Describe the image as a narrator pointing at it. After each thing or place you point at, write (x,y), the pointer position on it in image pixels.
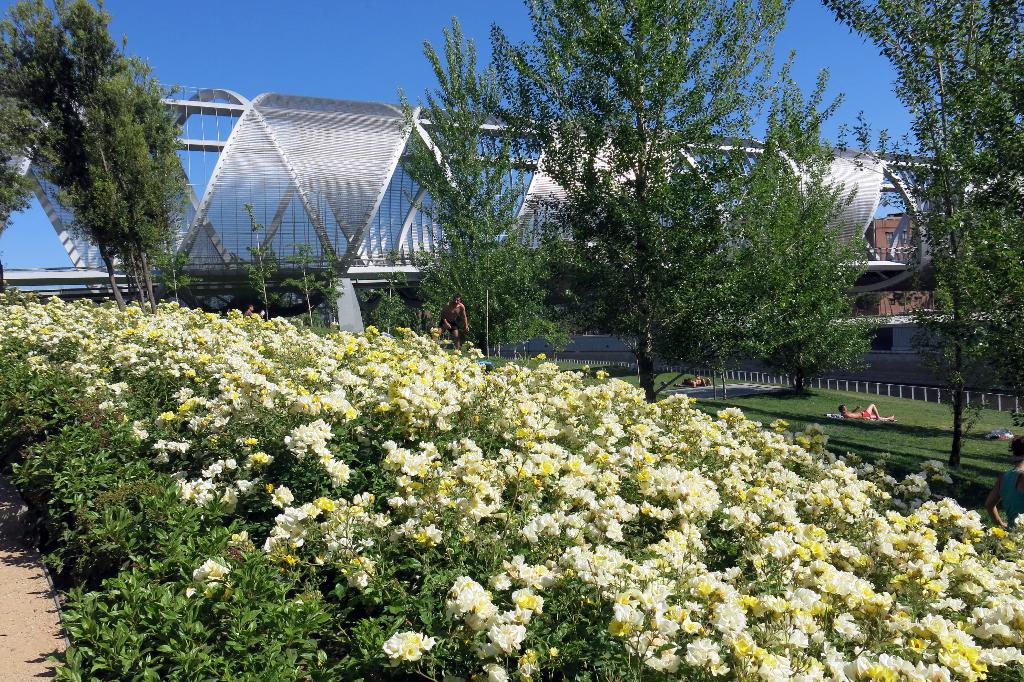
This image is taken outdoors. At the top of the image (377,45) there is the sky (811,77). In the background (182,247) there is a bridge (901,268) and there is a building (877,220). There are many trees (460,183) with leaves (964,334), stems (959,320) and branches (947,214). In the middle of the image (446,382) there are many plants (260,569) with leaves (270,450) and flowers (846,625). Those flowers (418,390) are yellow and white in colors. Two people (852,412) are lying on the ground (881,424) and there is a fence (746,375). There is a ground (679,387) with grass (920,435) on it. A man (453,330) is standing on the ground (911,421).
